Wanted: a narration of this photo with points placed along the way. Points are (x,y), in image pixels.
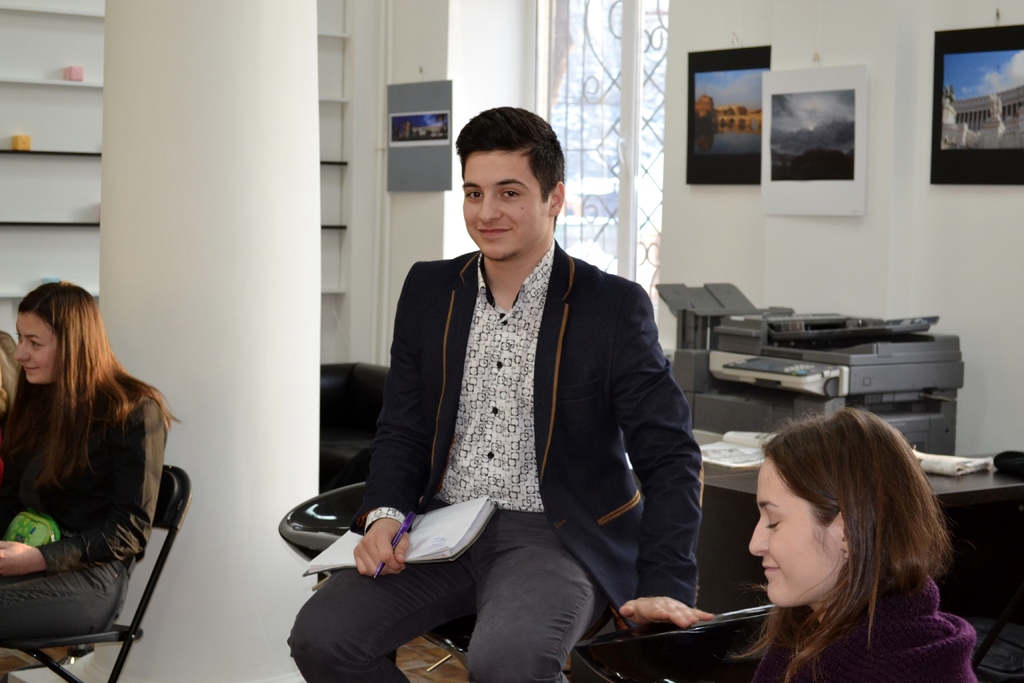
There is one person (525,485) sitting on the chair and holding pen (401,536) and paper (421,520) in the middle of this image (484,358). There is a woman (55,511) sitting on the chair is on the left side of this image (107,494) and there is one woman (910,480) on the right side of this image (887,513). There is a wall (764,236) in the background (788,270). We can see some photo frames (818,155) attached to it.
